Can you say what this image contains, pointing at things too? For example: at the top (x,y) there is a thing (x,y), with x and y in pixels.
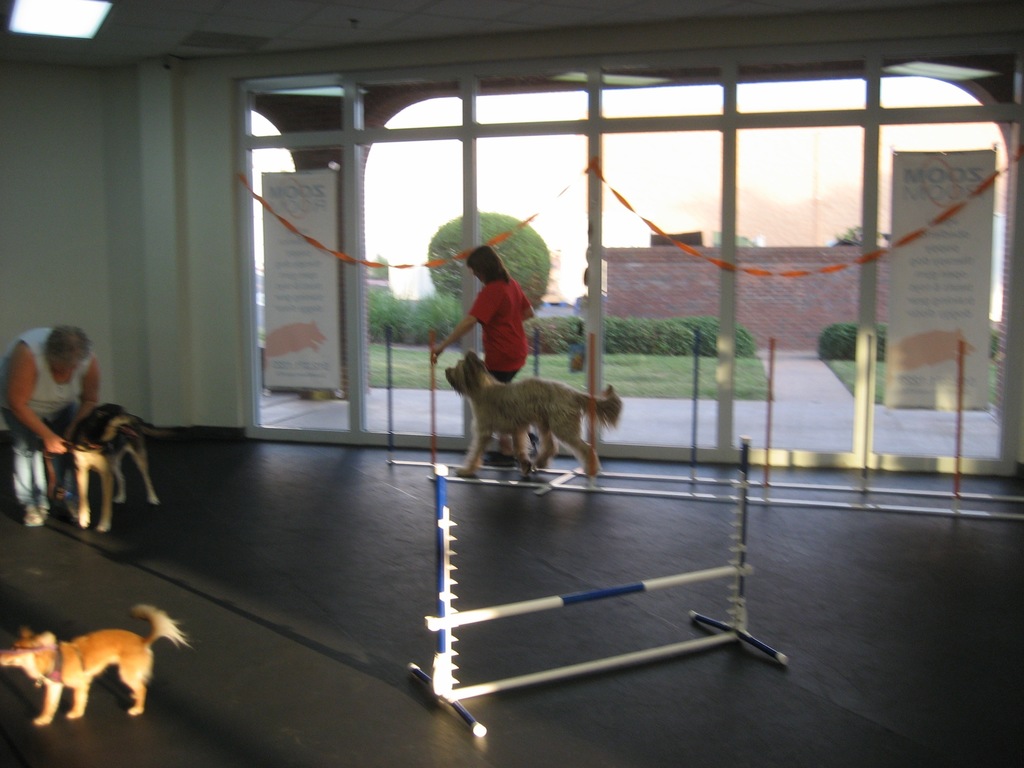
In this picture there is a lady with a dog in the center of the image (489,354) and there are other two dogs (107,491) with a man (70,485) on the left side of the image (60,518), there is a hurdle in the center of the image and there are glass doors (433,207) in the background area of the image (609,224), there are posters (985,158) on the right (904,396) and left side of the image (318,313) and there are buildings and trees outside the doors (668,216).
